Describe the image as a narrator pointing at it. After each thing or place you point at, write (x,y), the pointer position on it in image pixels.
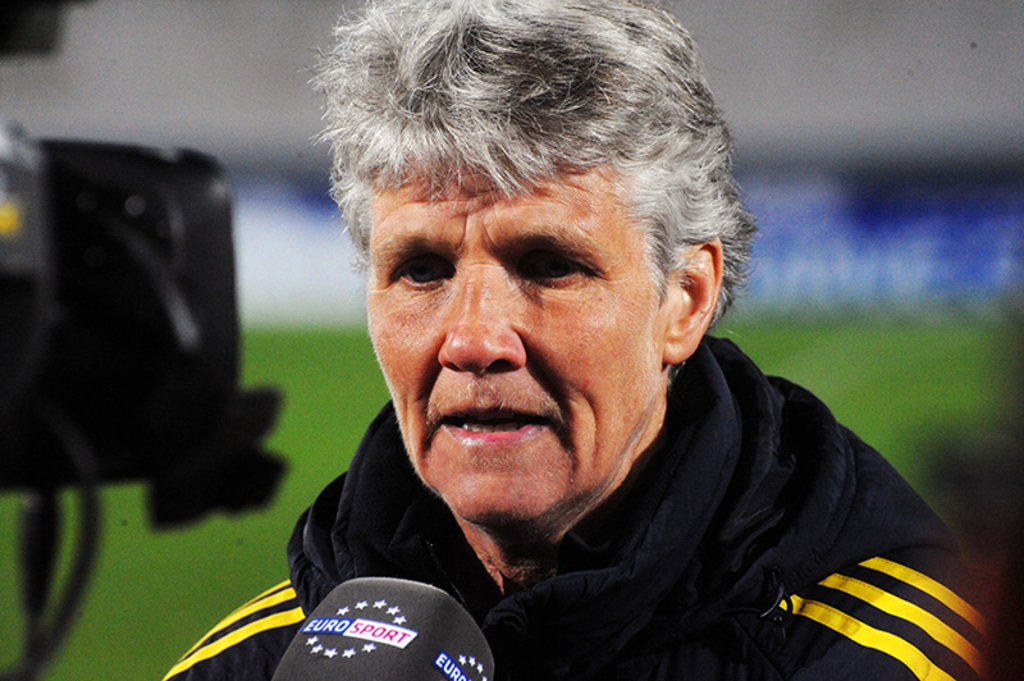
The old man (505,239) in the front of the picture (613,463) wearing black jacket (632,538) is talking on the microphone (402,650). Beside him, we see a black color thing (148,345). In the background (786,332), we see grass (886,405) and a board (828,298) in blue and white color. It is blurred in the background (147,586).
